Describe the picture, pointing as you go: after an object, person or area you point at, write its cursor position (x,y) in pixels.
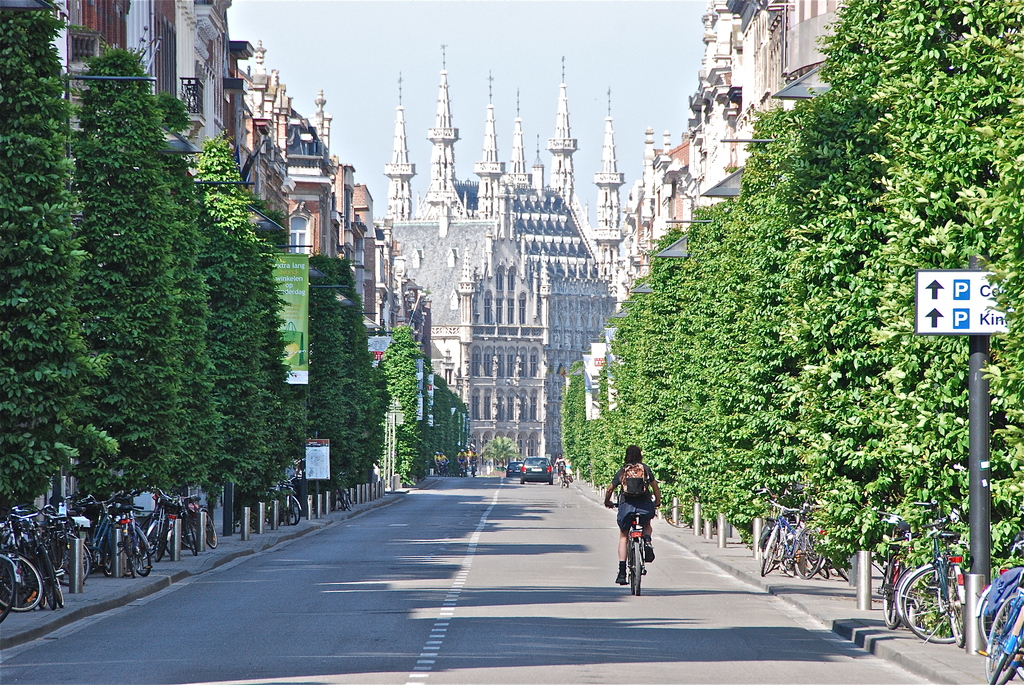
In this image, we can see a road (381,641) in between bicycles (167,498). There are buildings (459,247) in the middle of the image (523,292). There is a person (631,449) wearing clothes (645,506) and riding a bicycle (633,533) on the road (513,588). There is a pole (979,452) in the bottom right of the image (990,561). There is a sky (353,46) at the top of the image (462,50).
